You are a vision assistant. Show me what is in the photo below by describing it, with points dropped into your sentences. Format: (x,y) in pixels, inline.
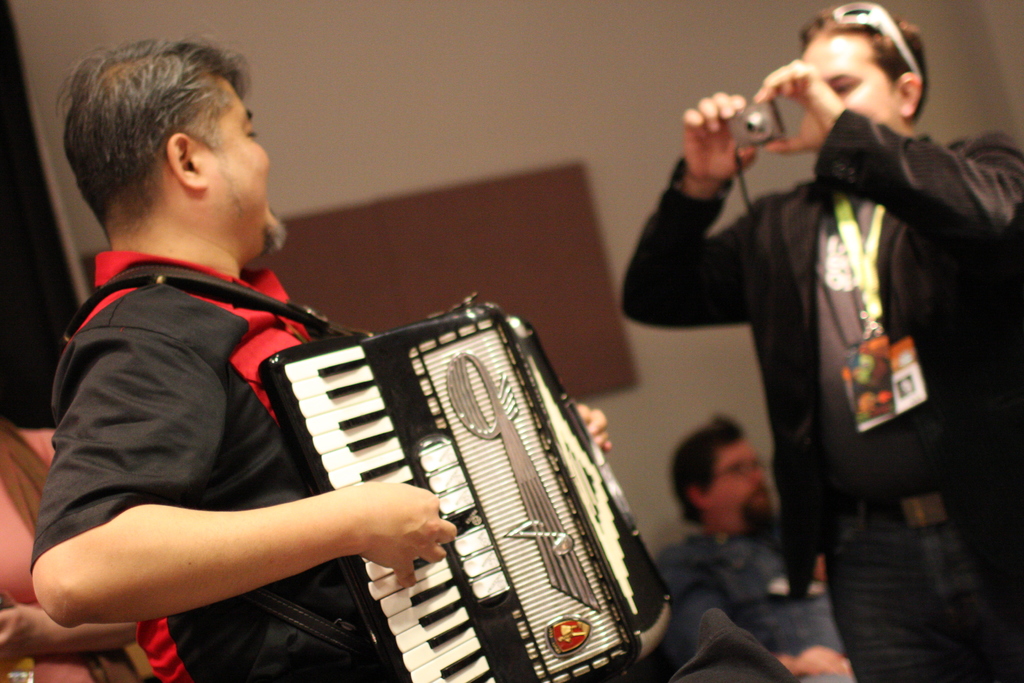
In this image we can see one person (97,114) is playing accordion (454,672) and another person (849,421) is holding a camera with his hands (780,83). In the background (51,665) we can see few people (70,644) and wall (622,470).
